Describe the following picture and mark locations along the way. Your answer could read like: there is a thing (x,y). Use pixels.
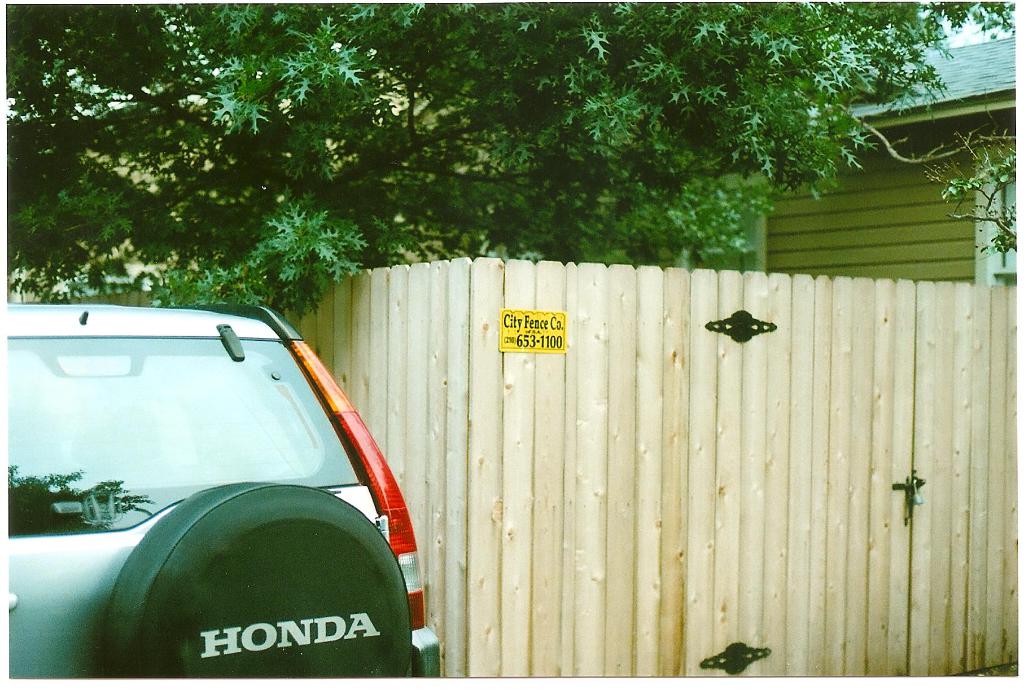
There is a vehicle (155,451) on the left side (144,480). On the vehicle (229,570) there is a tire (264,632) with something written on that. There is a wooden fencing (639,485). On that there is a poster (536,330) with something written. Also there is a lock (897,489). In the back (400,128) there is a tree (626,90) and building (914,147).
